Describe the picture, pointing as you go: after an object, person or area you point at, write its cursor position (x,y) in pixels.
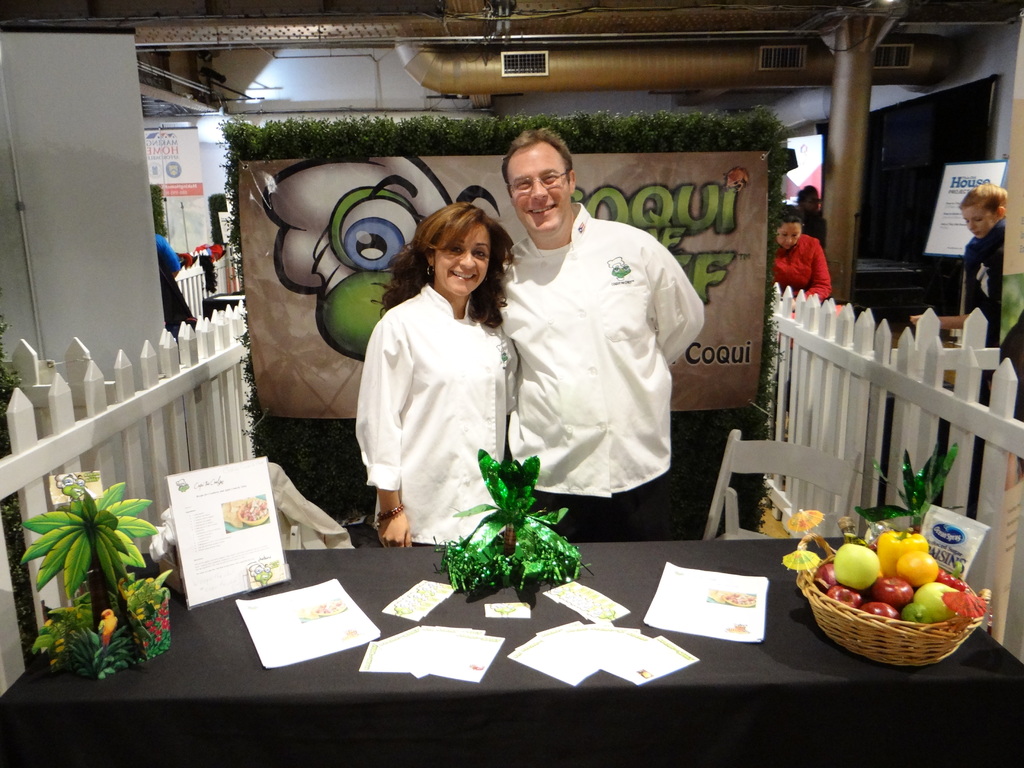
Here is the man (577,311) and woman (464,338) standing and smiling. This is the table (708,666) with the basket (858,646) of fruits (836,588), papers (299,612), board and few other things (146,606) on it. I can see a chair (761,464). This looks like a fence (841,381), which is white in color. This is the board (443,145) with the flex (702,222) attached to it. I can see few people (787,253) standing. This the pipe (566,58). This looks like a pole (848,161).
